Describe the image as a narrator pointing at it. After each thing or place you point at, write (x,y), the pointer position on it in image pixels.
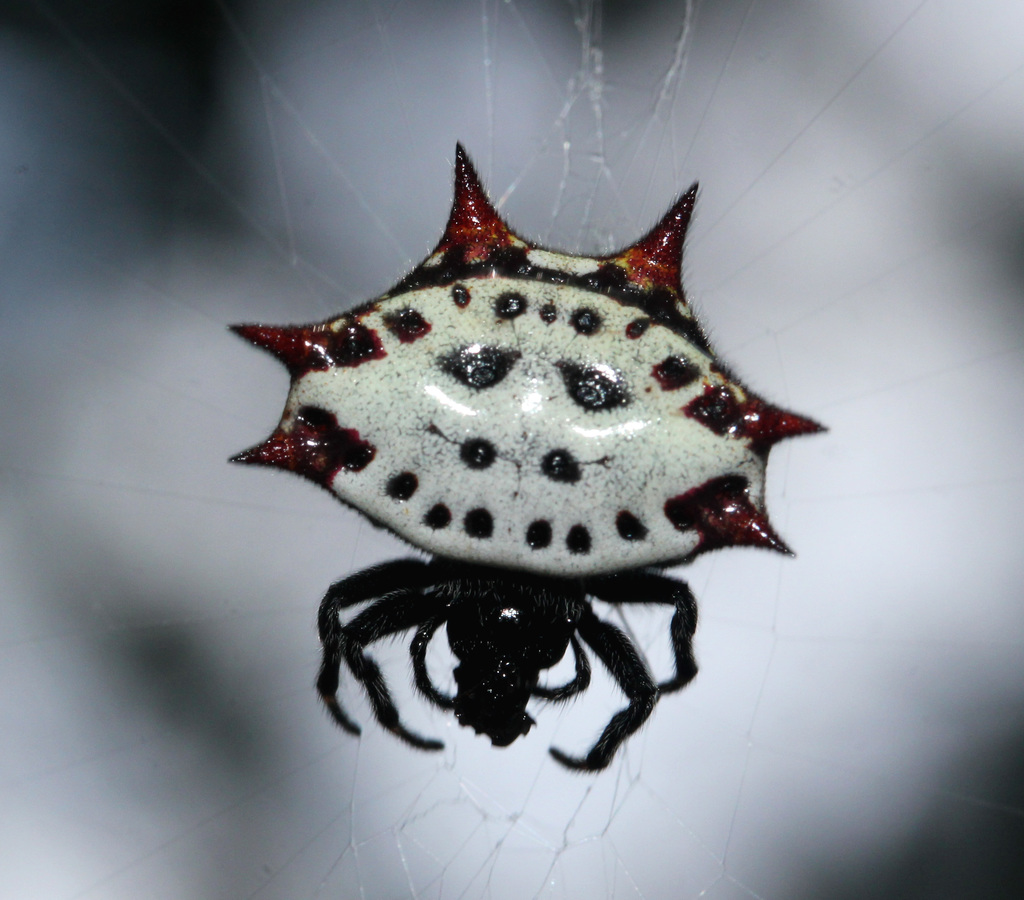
In this picture, it seems like a spider (429,448) on a web (254,424).
